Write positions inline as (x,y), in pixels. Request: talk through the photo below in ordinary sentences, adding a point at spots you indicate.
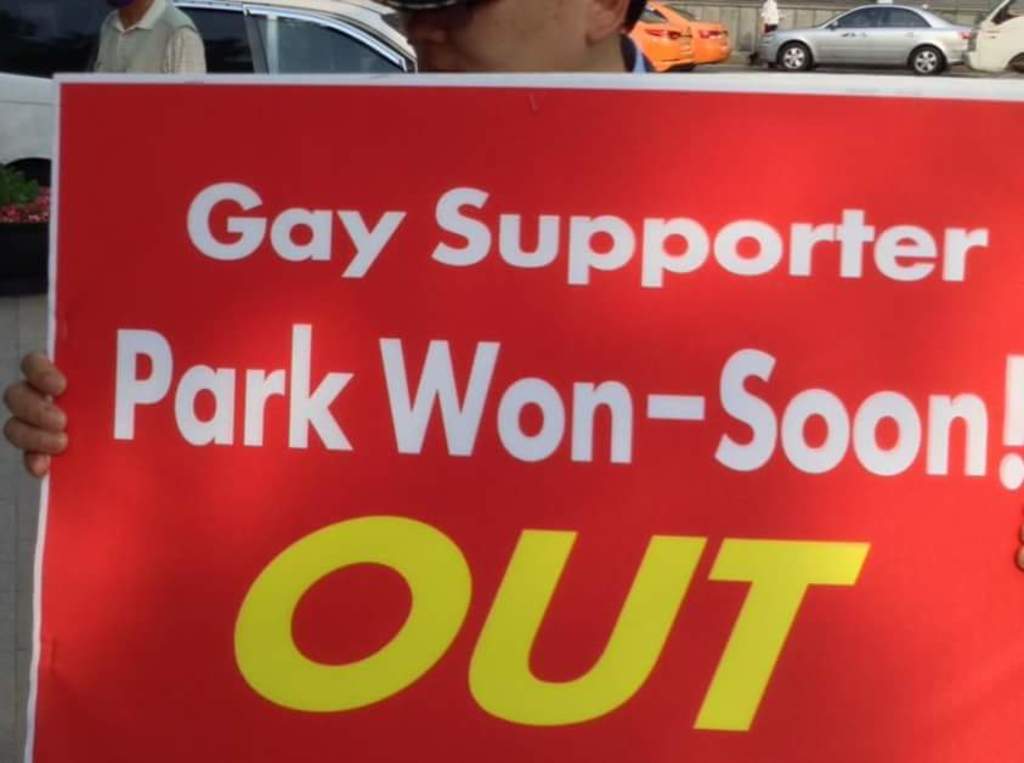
In this image we can see a person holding a poster (469,337) and there is a text (955,243) on it. In the background (146,55), we can see some vehicles (846,38) and few people (131,35).
